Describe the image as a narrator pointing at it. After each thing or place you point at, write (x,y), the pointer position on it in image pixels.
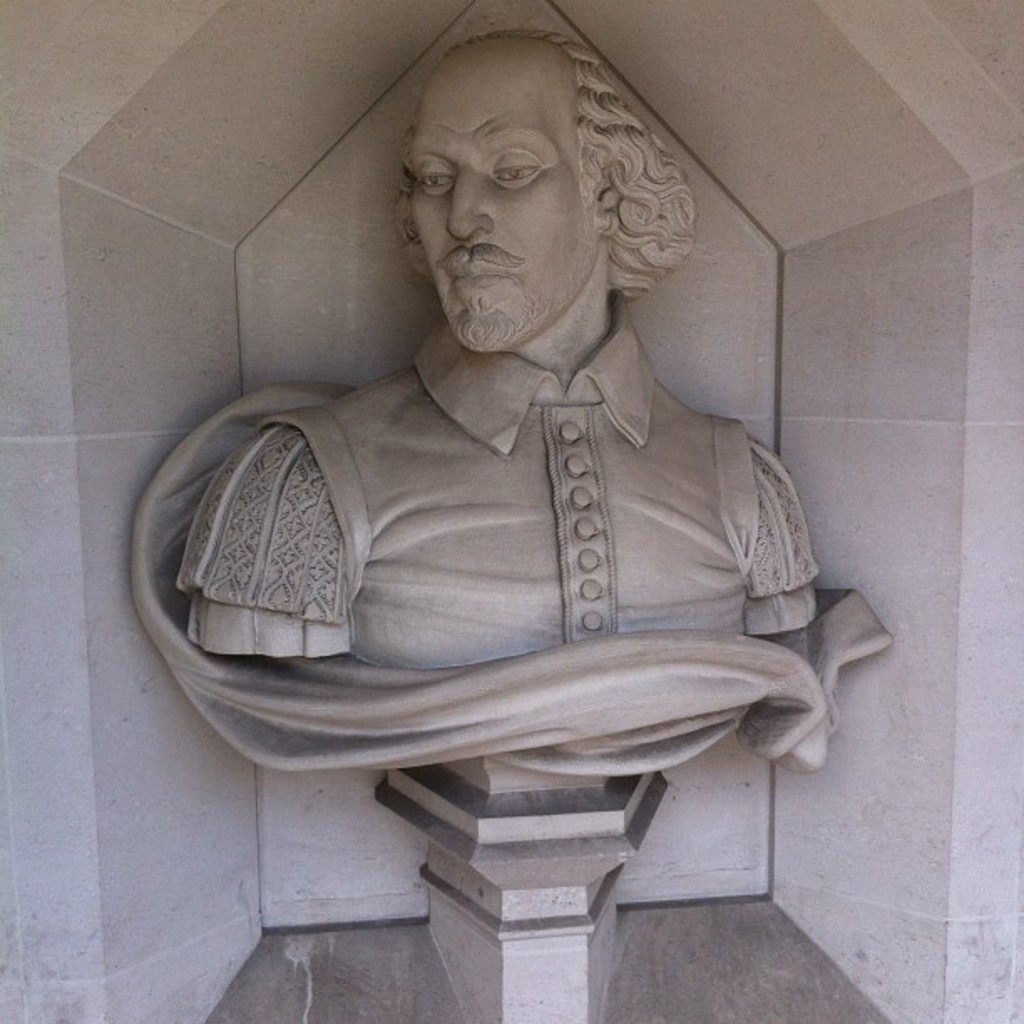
In the picture we can see a white color construction (141,905) in it we can see a idol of a person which is also white in color placed on some stand (584,983) with a stone (428,868).
